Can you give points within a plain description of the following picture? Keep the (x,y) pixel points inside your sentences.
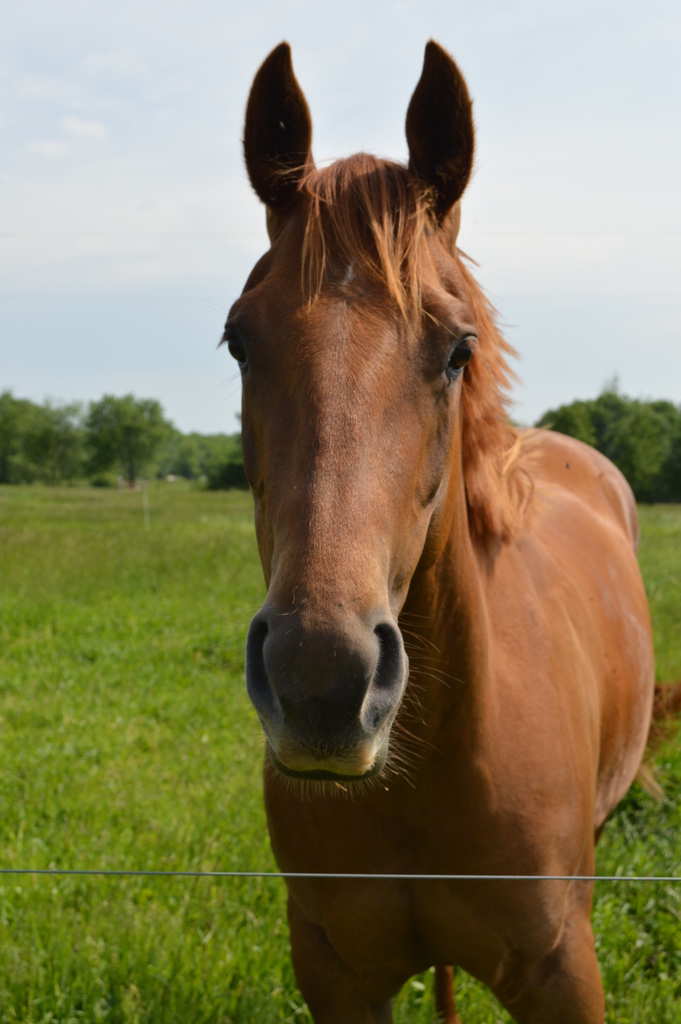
In this image there is a horse (363,451) standing on the surface of the grass (42,661), behind the horse (324,519) there are trees (151,439).
